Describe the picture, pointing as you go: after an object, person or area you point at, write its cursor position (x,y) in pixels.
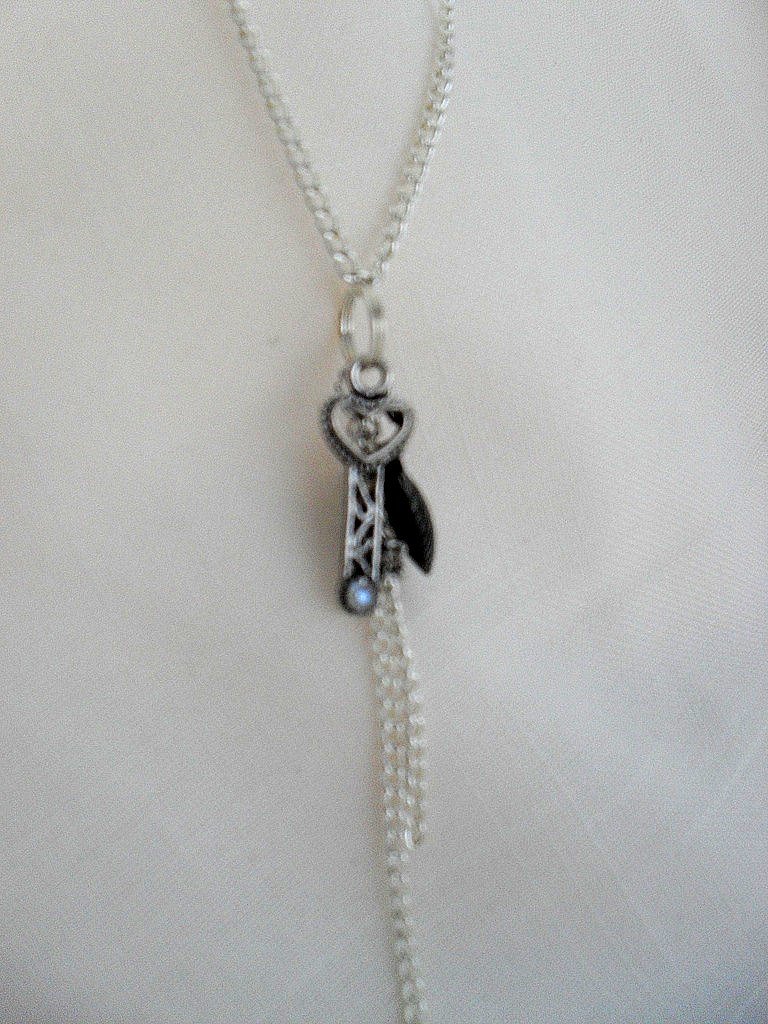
In this image we can see a chain (413,989) on a cloth (471,383).
